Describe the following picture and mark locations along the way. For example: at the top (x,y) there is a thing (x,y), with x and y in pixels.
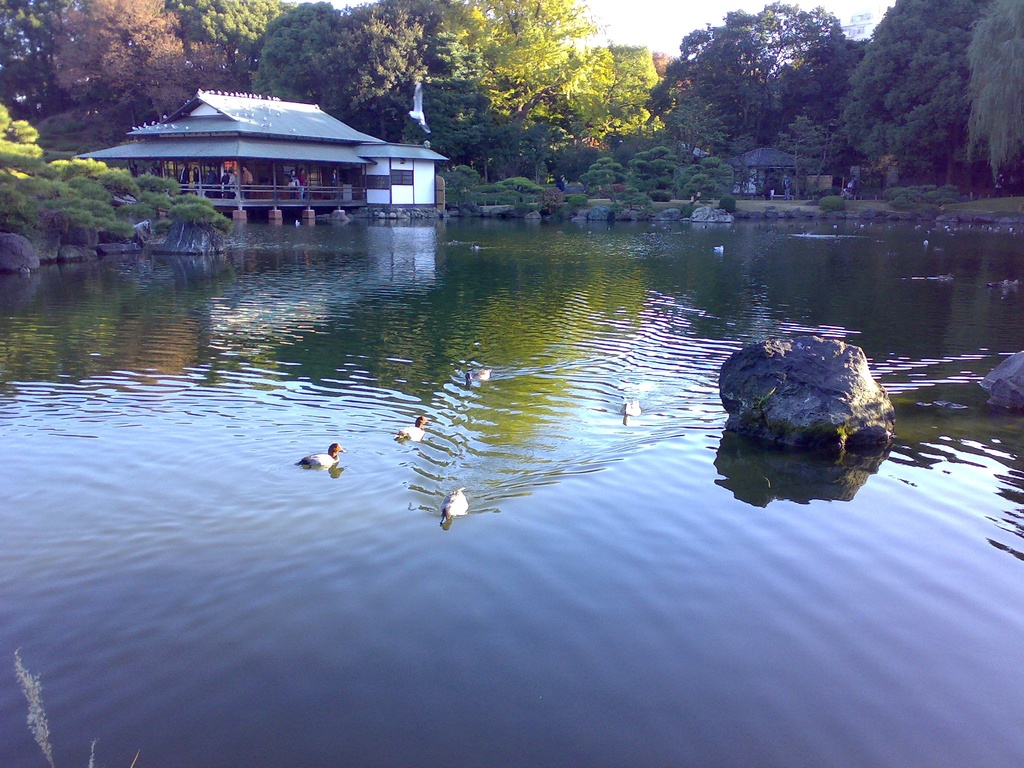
In this image there is a river (658,502) as we can see in middle of this image (473,355). There are some birds (312,465) in middle of this image (459,494) which is in white color. There is a rock (816,426) at right side of this image (836,420). There is a building (237,210) at top left side of this image (267,190) and there are some trees (538,165) in the background (615,122), and there is a sky (657,23) at top of this image (674,26), and there are some persons (187,176) standing at left side of this image (290,187).
